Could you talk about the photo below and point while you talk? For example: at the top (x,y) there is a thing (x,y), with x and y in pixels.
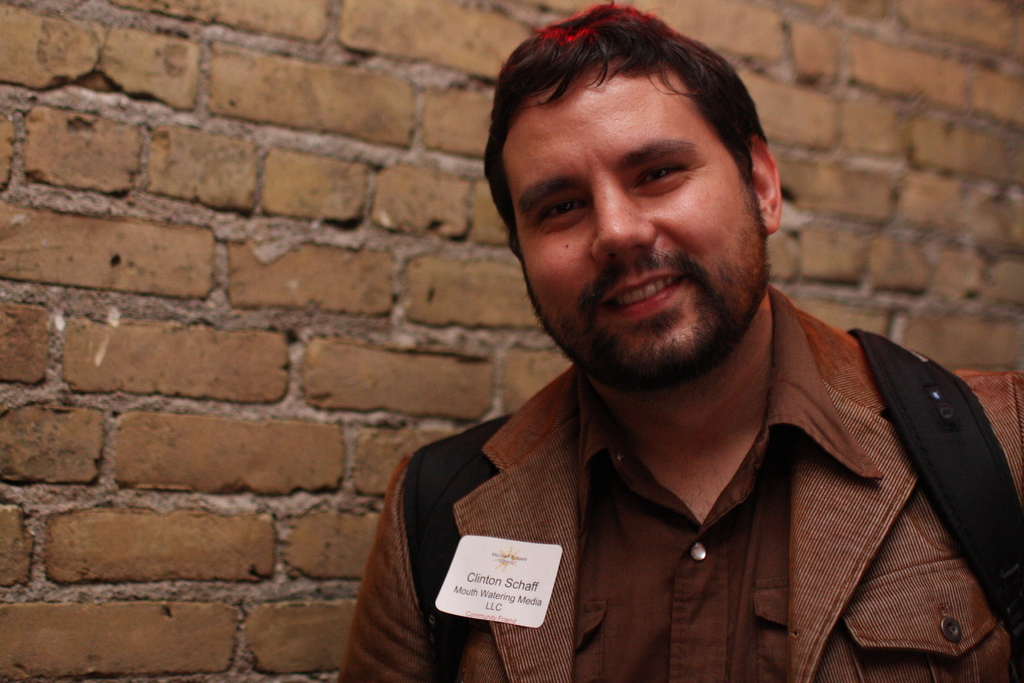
In this image I can see the person (641,463) wearing the brown color dress (626,544). And there is a white color badge (516,571) to it. In the back (156,206) I can see the brown color brick wall (217,277).
